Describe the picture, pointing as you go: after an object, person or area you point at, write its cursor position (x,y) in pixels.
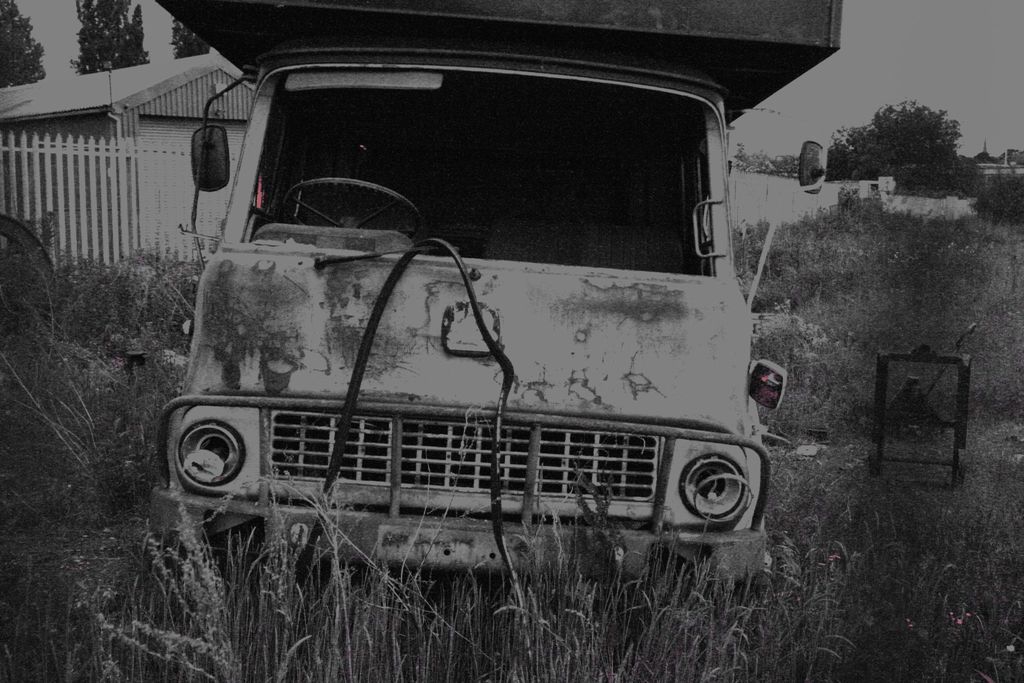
There is a black and white image. In this image, there is an outside view. There is a vehicle (650,331) in the middle of the image (623,328). There is a shed (169,108) in the top left of the image (171,104). There is a grass (281,636) at the bottom of the image (705,658).
